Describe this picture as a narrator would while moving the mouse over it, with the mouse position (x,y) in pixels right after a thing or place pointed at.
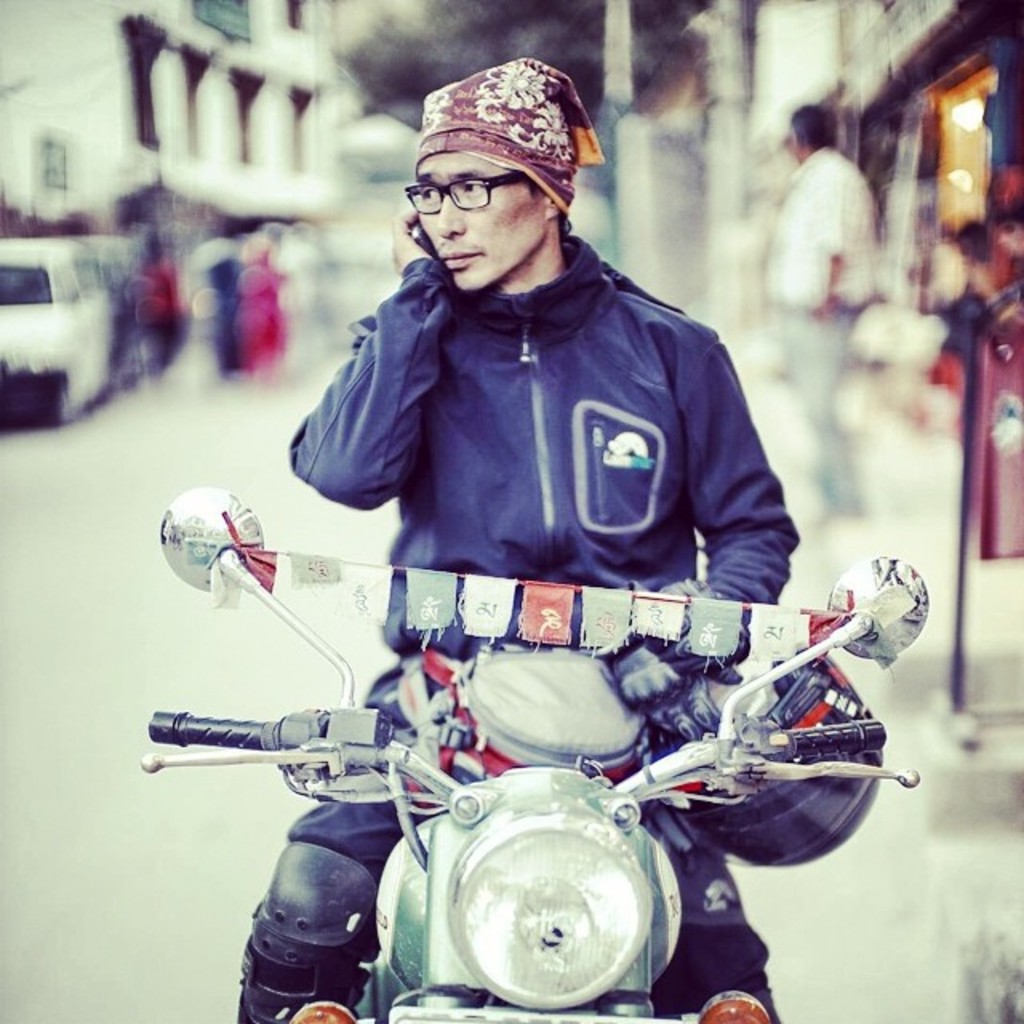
In the image there is a man (645,524) holding his mobile (425,242) and sitting on bike (345,798). In background (241,306) there is a car (50,322), building (88,161) and group of people (838,219), trees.
